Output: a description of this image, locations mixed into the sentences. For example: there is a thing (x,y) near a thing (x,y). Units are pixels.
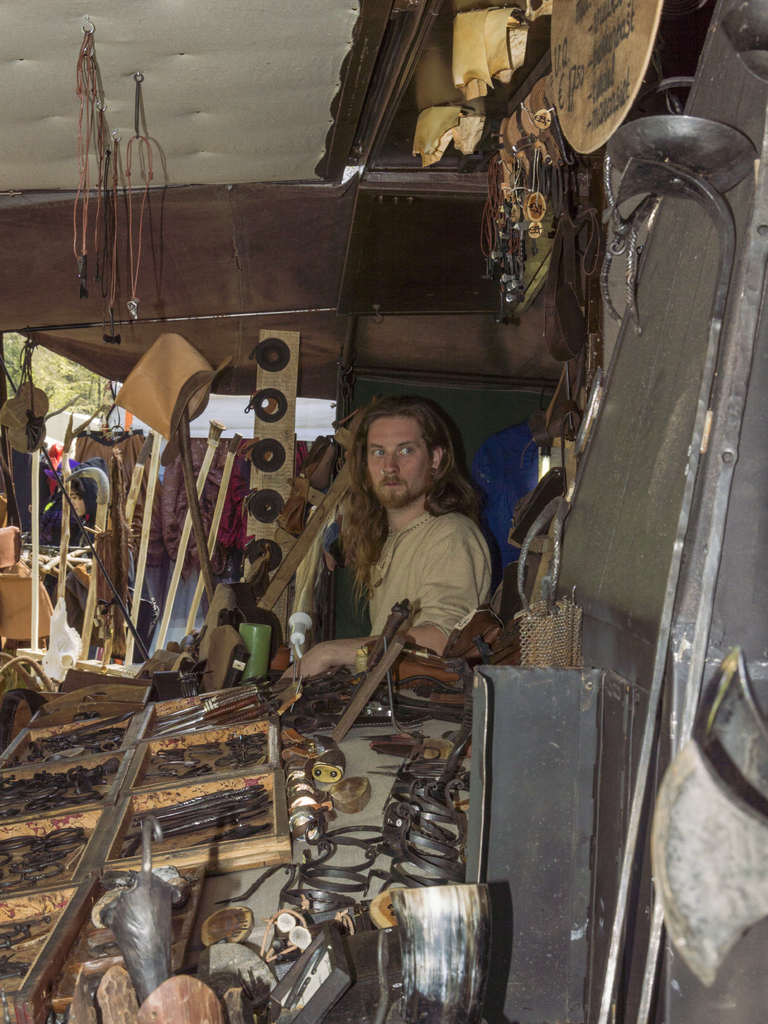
In this picture we can see a person (439,650), here we can see tools (423,694), rods (35,597), sticks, clothes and some objects (419,648) and in the background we can see trees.
